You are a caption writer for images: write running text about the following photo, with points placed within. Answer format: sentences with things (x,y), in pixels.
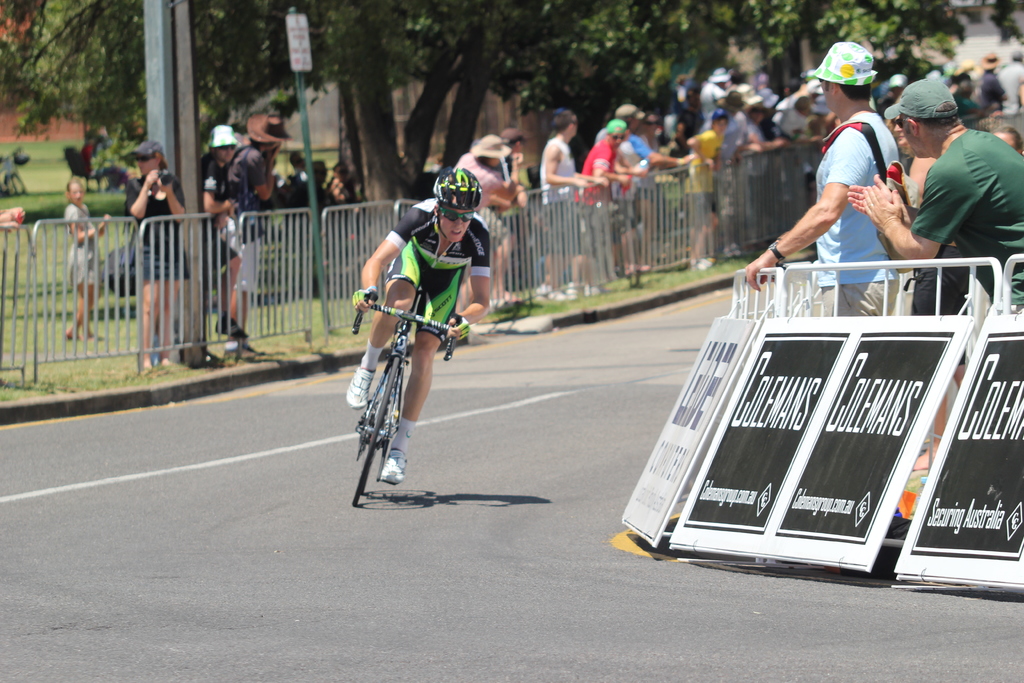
In the center of the image (409,287) a man (370,307) is riding a bicycle (398,364) and wearing a helmet (453,187). In the background of the image (790,116) we can see a group of people (798,126) are standing. At the top of the image (463,42) trees (459,75) are present. At the bottom of the image (461,602) road (500,578) is there. On the right side of the image (848,421) boards (821,435) are present. On the left side of the image (194,267) we can see grass (39,179), barricades (116,278), pole (157,117), sign boards (297,41), chair (72,163), a building (13,131) are present.
